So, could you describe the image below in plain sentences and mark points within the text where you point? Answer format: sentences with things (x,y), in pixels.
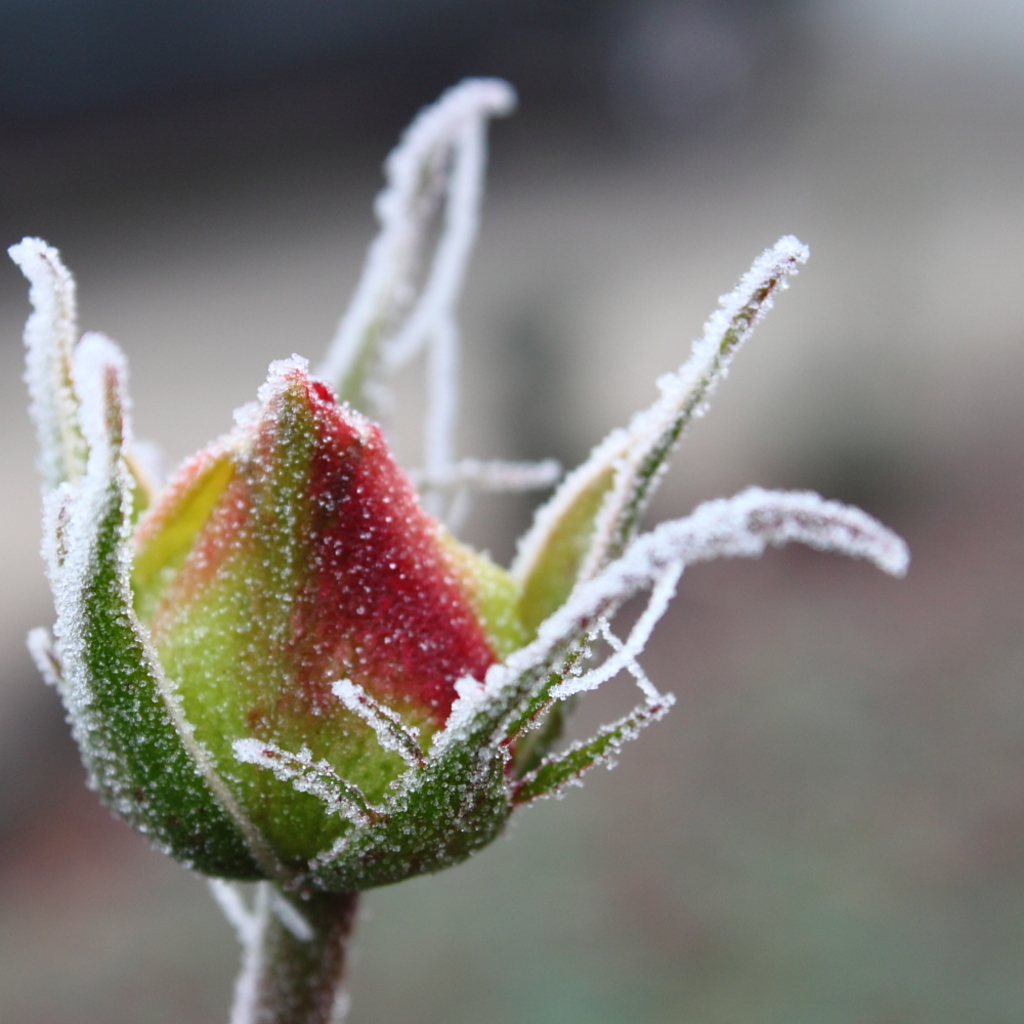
In the center of the image (397,587) there is a flower bud (297,677) with snow (624,576) on it. The background of the image (221,55) is not clear.
